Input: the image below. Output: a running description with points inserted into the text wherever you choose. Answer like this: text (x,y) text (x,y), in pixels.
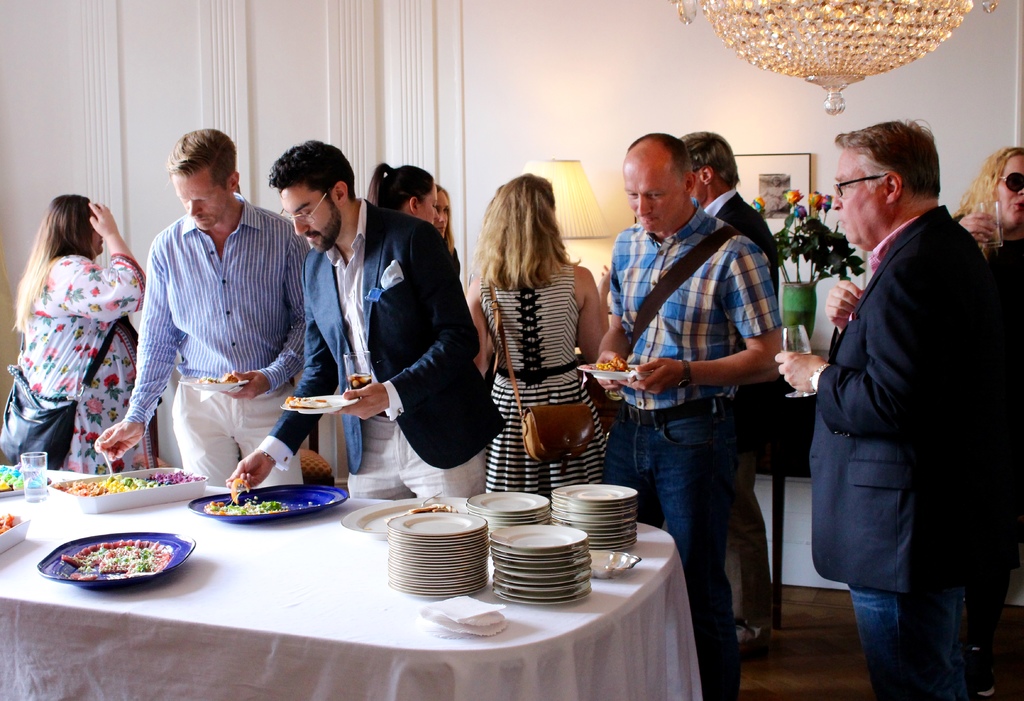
In this picture there are many people (82,332) eating food (310,405) and there is a white table (231,612) on top of which food items (126,570), plates (363,515) are kept over. In the background (562,209) we observe beautiful light lamps (578,198) and a designed light (749,56) is attached to the roof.
